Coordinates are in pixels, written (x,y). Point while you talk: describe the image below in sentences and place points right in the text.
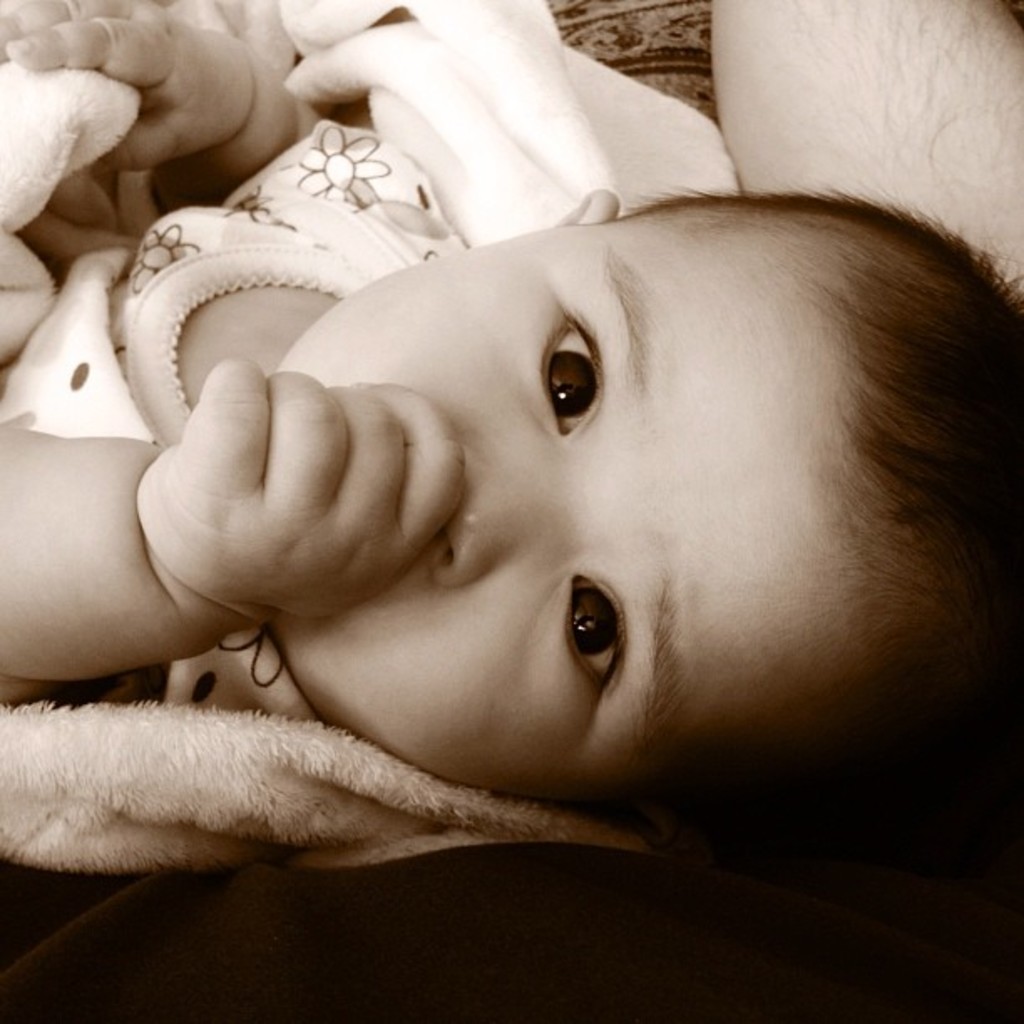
At the bottom of the image (634,896) a person (349,902) is sitting and holding a baby (776,253).
